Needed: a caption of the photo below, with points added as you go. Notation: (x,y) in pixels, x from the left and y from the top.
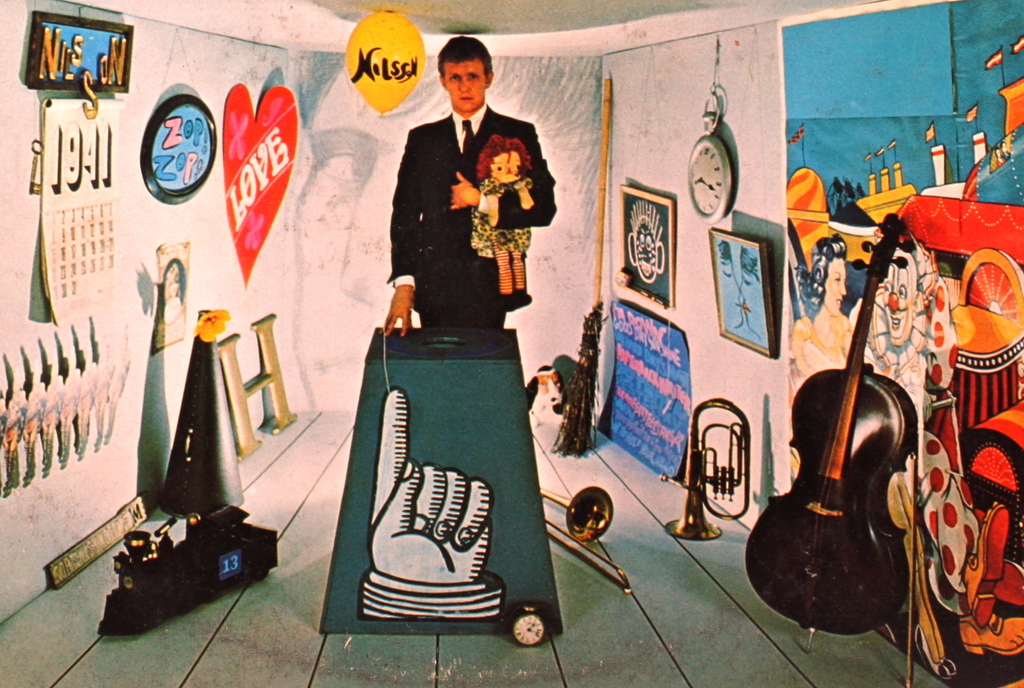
In this image I can see a person (456,263) standing and holding a toy (485,213). There are frames (633,222), clock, calendar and some other objects (977,505) attached to the walls (295,344). There is a cello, trombone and some other musical instruments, also there are some other objects (203,358).
